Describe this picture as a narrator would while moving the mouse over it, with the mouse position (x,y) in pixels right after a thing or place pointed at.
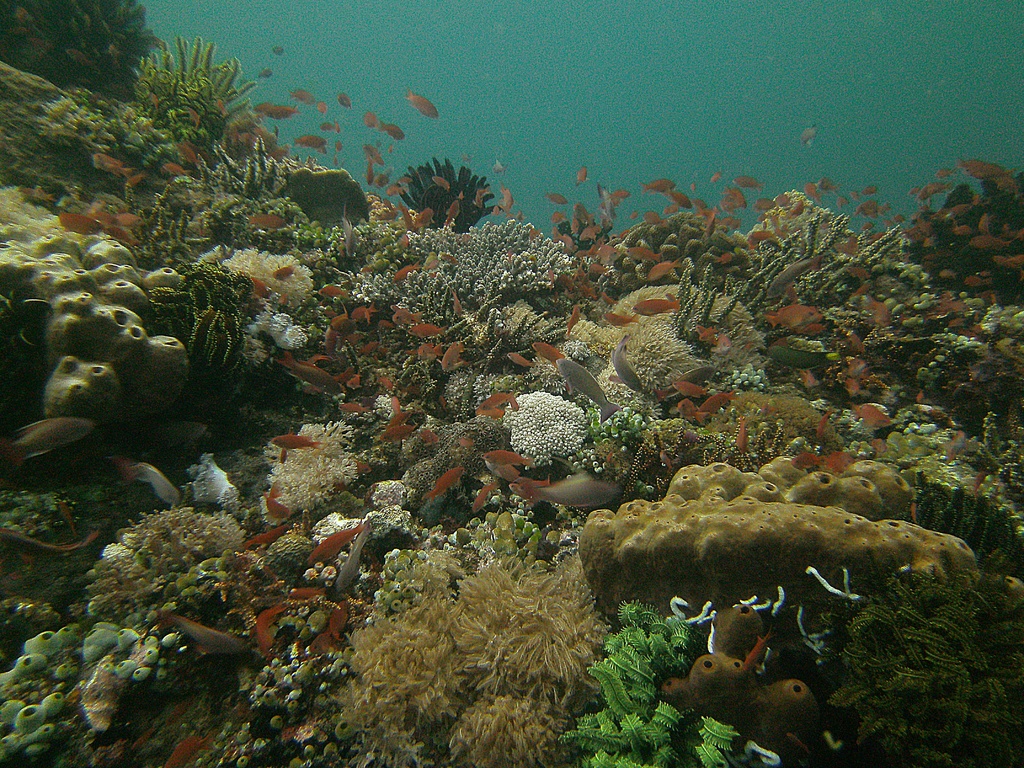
Here we can see fishes (291,444), corals (319,204) and sea animals (506,540) are in the water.
